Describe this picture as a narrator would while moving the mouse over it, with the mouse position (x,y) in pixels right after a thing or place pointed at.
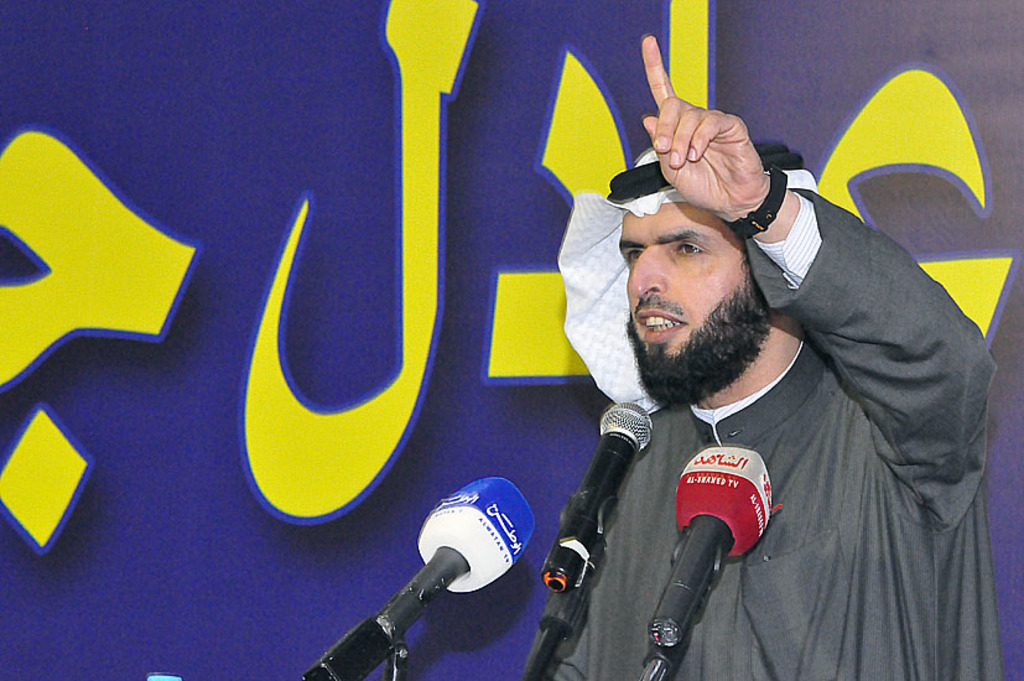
On the right side of the image (722,344) we can see one person (795,541) is standing and he is in different costume (804,447). In front of him, we can see microphones (576,582). In the background (487,331) there is a banner (47,284) and a few other objects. On the banner (523,240), we can see some text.
